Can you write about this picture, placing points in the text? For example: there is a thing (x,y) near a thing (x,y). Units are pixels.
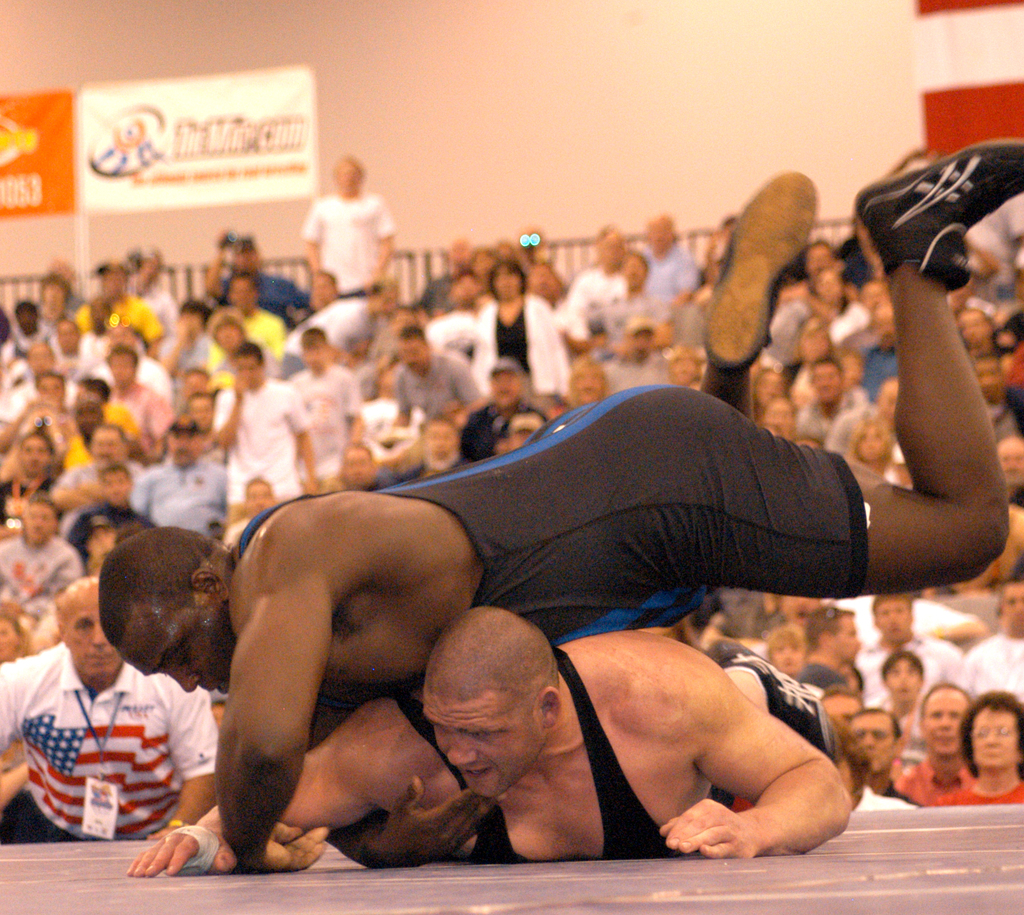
In this picture I can observe two men (421,589) fighting in the middle of the picture (475,536). In the background (442,455) there are some people (289,301) and I can observe wall (554,116).
